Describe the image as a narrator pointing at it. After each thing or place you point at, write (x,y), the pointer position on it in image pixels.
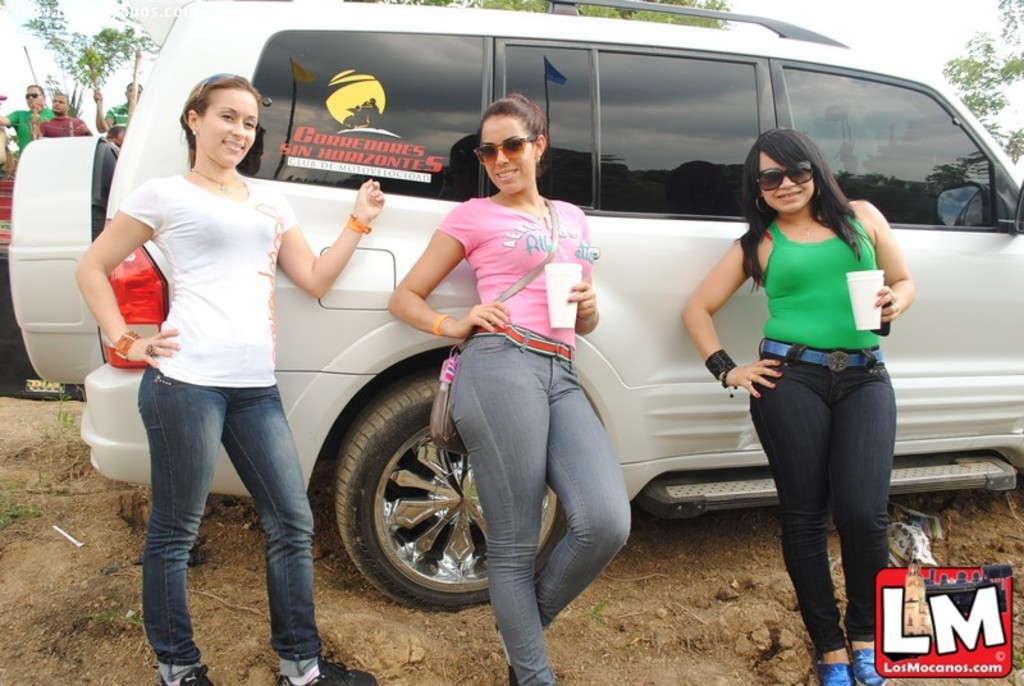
In this image I can see three women (761,348) are standing and I can see two of them are wearing goggles (513,154) and holding white colored cups (857,283) in their hands (883,290). I can see a white colored car (646,283) behind them and in the background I can see few persons (87,131), few trees (1007,79) and the sky (866,15).
